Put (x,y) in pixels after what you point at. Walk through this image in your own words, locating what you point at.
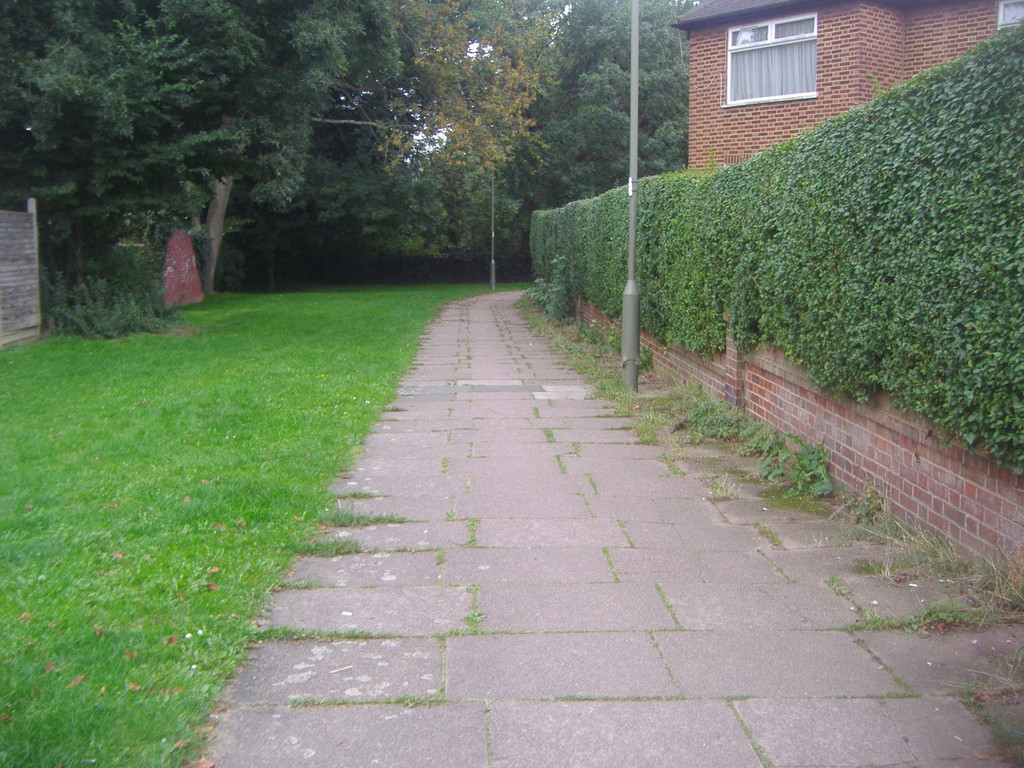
In this image there is grass (218,498) on the ground (244,462), there are plants (770,244), there is a pole (627,291) and there are trees (591,159) and on the right side (809,64) there is a house (825,59). On the left side (12,267) there is a wall (16,254).
